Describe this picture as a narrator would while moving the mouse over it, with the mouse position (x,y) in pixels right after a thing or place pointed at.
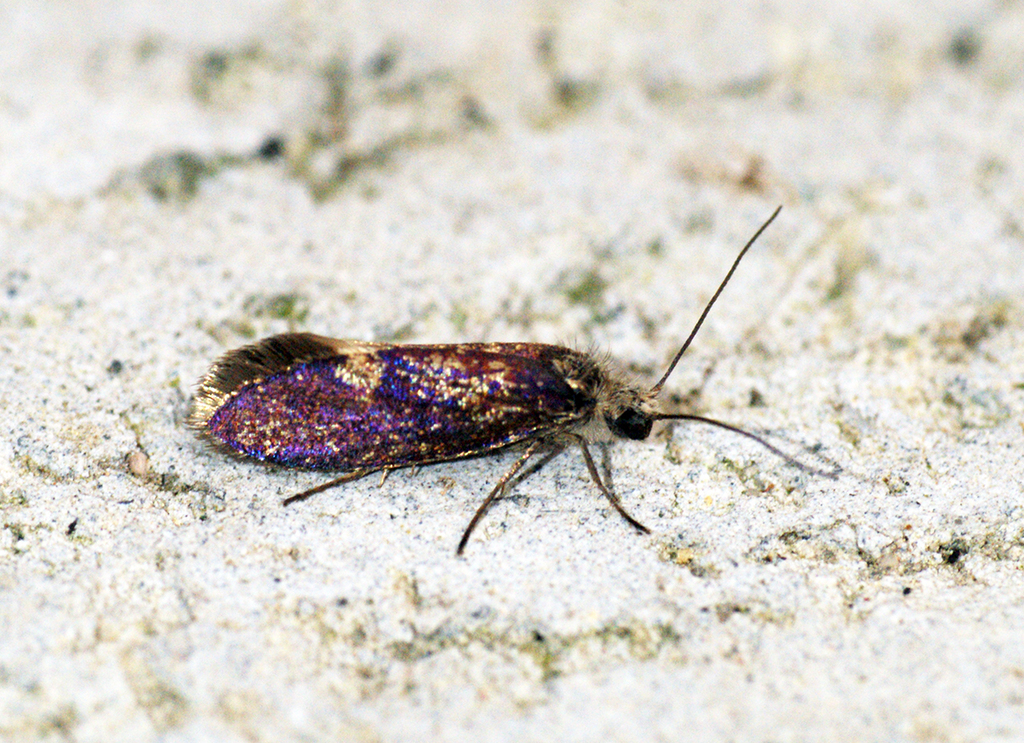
In the image there is an insect (409,448) on a sand surface (478,592).
